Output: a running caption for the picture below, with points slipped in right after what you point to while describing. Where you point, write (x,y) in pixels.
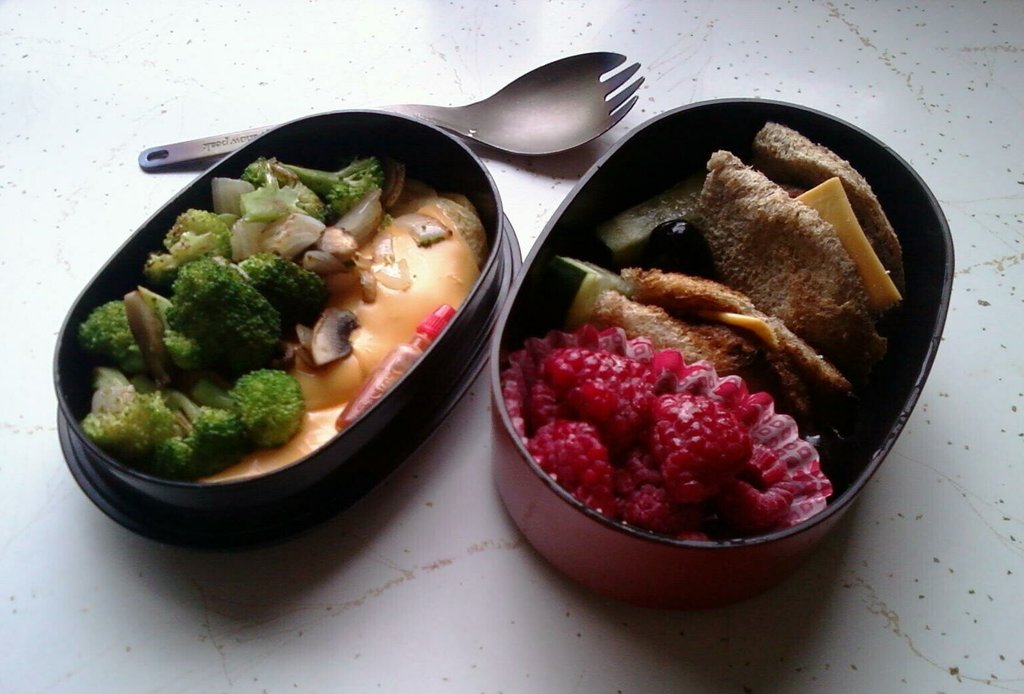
In the center of this picture (632,369) we can see the two containers (355,133) containing food items (717,330), green vegetables (281,268) and fruits (731,430) and we can see a spoon (599,105). In the background (368,101) we can see a white color object (401,568).
